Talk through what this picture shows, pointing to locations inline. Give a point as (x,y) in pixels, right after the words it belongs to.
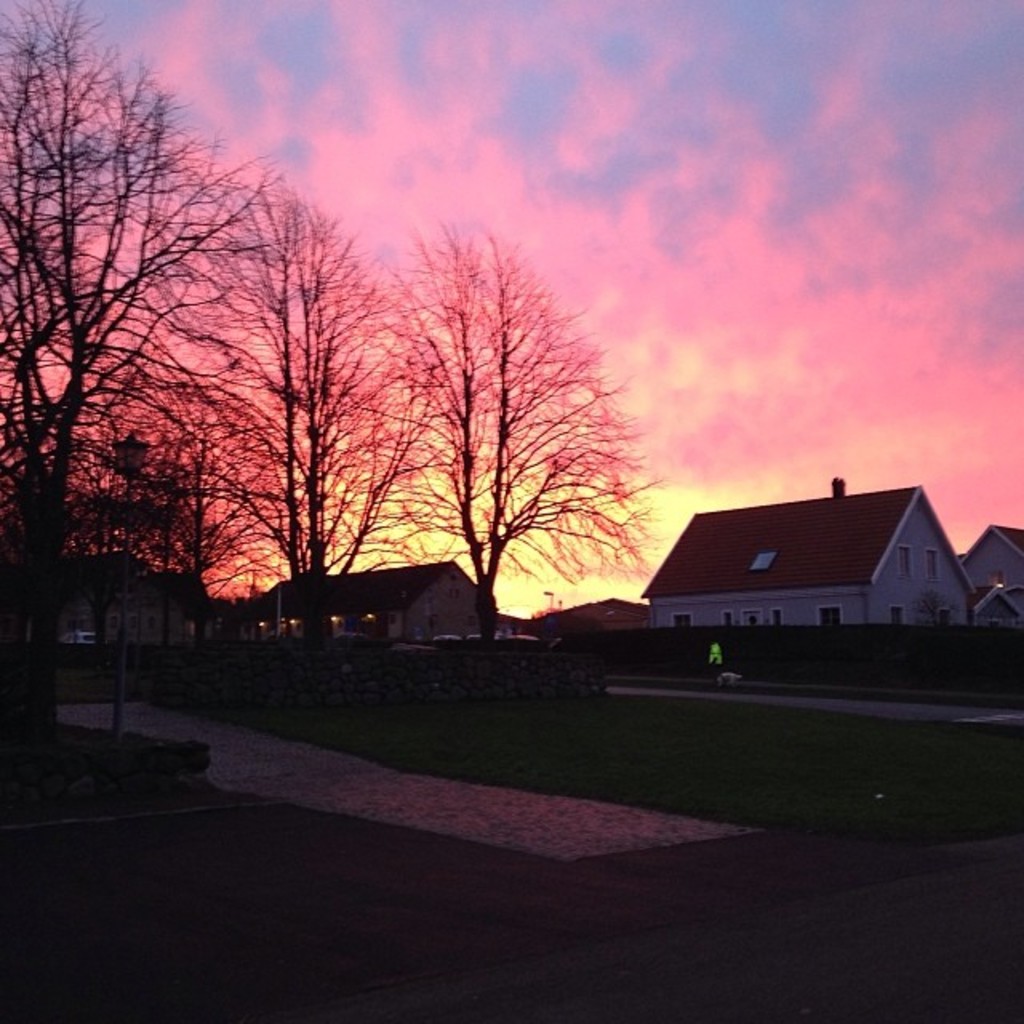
In the picture we can see a grass surface (932,806) on it, we can see some plants (973,681), trees (40,708) and some far away from it, we can see some houses (933,517) and windows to it and behind it we can see a sky (980,465) with sunshine (874,451).
